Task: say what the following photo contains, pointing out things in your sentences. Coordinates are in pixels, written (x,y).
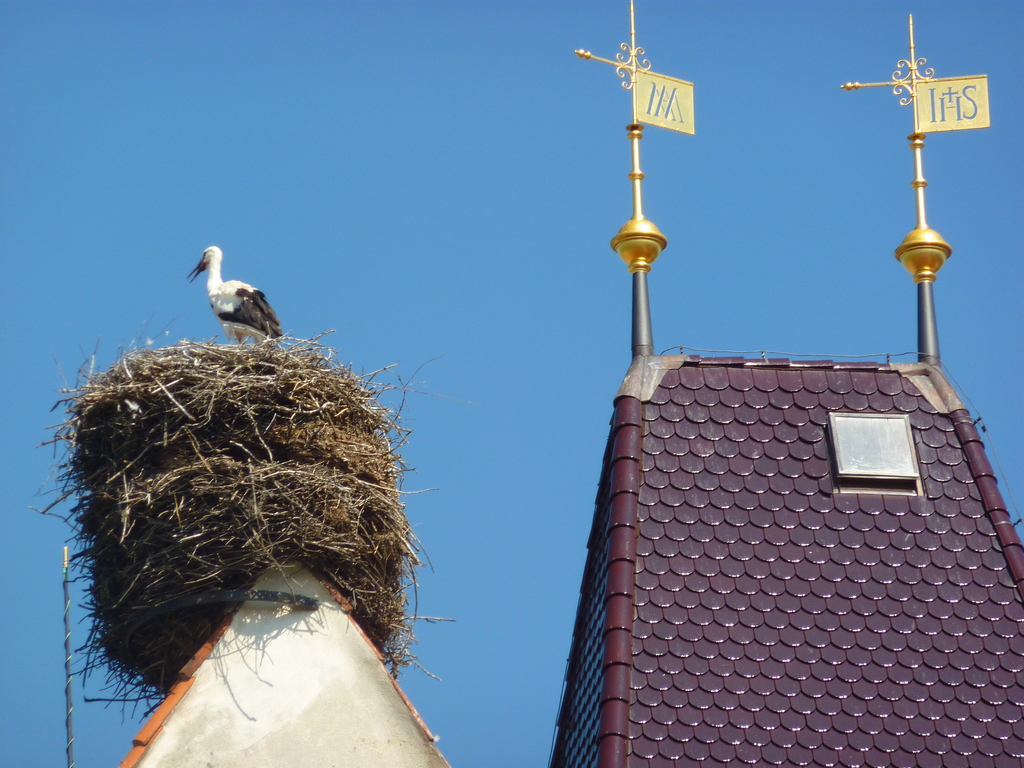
In this image a bird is standing on a nest (171,519) which is on a house (358,708). Right side (812,609) there is a house (620,500) having metal rods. Few boards (974,91) are attached to the metal rods (918,82). Background (606,105) there is sky (478,703).
